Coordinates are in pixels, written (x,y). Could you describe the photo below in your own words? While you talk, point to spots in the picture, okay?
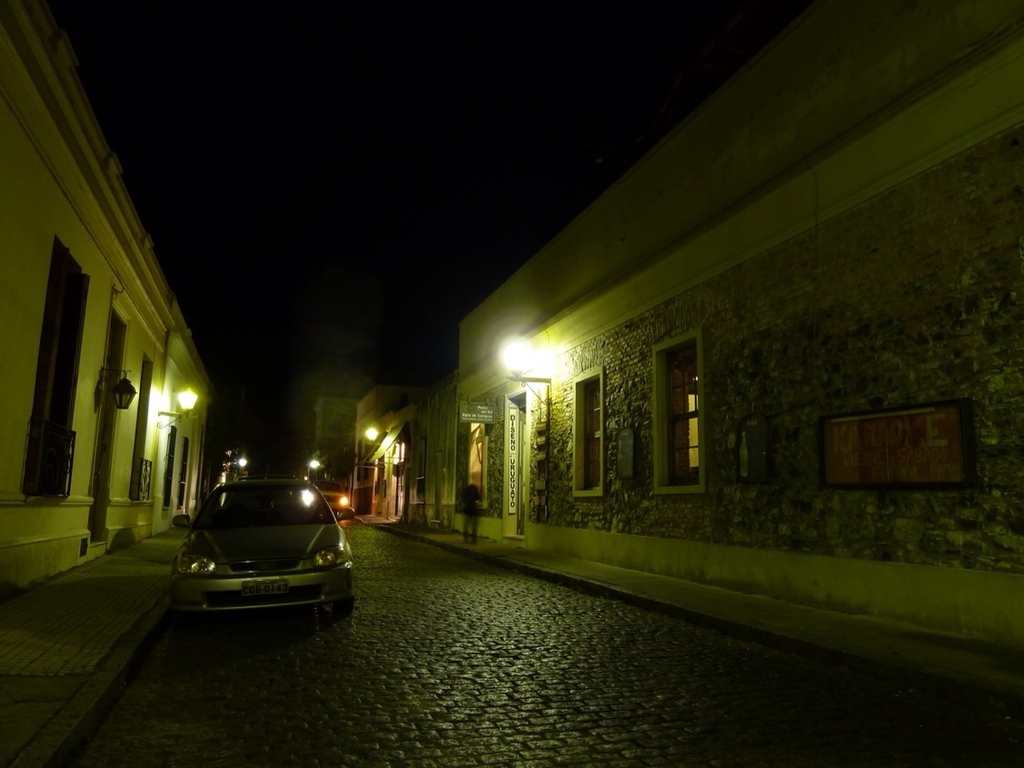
In this image in the center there is a car (266,549) on the road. On the left side (128,486) there are buildings (121,448) and there are lights (171,416) hanging. In the background (240,456) there are lights (312,464). On the right side (704,404) there are buildings (583,424) and there is a person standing and there are lights (526,377) hanging and there are windows (679,436).
